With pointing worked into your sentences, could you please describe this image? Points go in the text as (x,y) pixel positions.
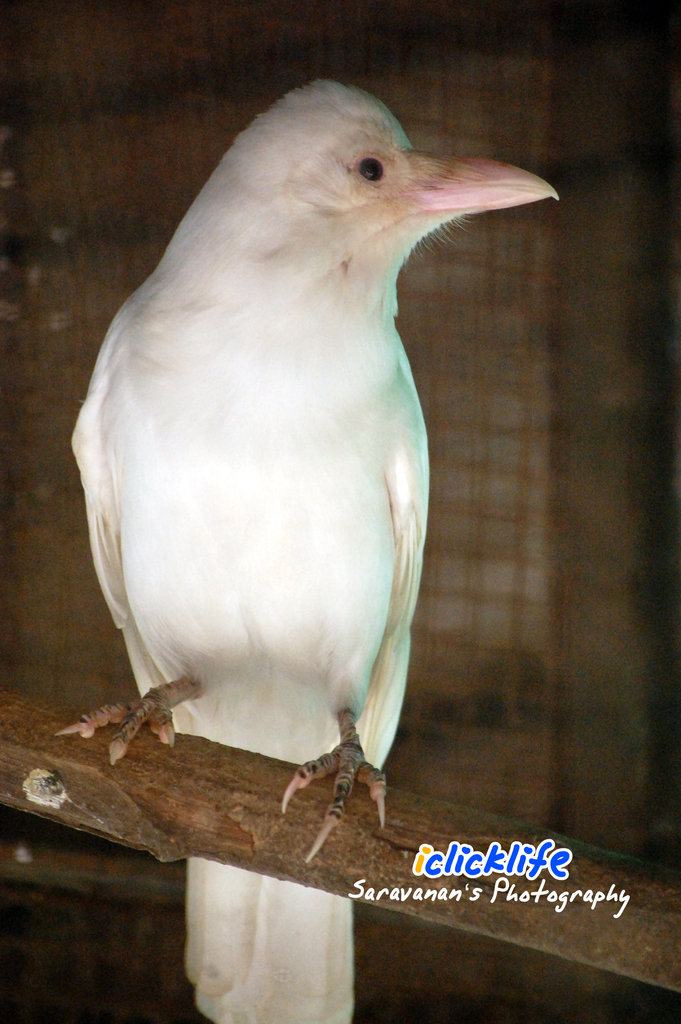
There is a bird (356,679) in the foreground area of the image (267,607) on a branch (274,816) and text (404,891) at the bottom side (587,882), it seems like a net (470,579) in the background (514,556).
